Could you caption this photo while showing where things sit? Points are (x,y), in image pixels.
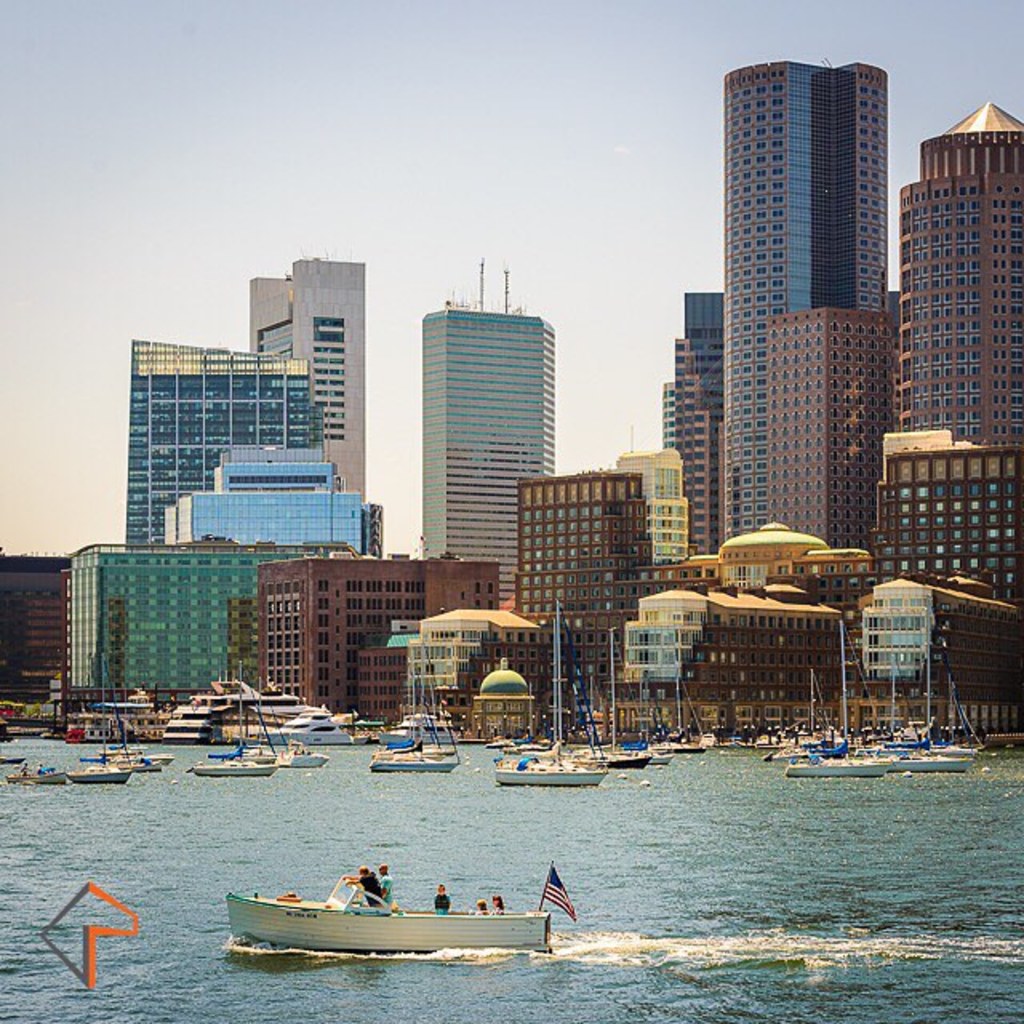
In this image, we can see water (219,911), there are some boats (455,750), we can see some buildings (501,531), at the top (349,167) there is a sky (349,167).
